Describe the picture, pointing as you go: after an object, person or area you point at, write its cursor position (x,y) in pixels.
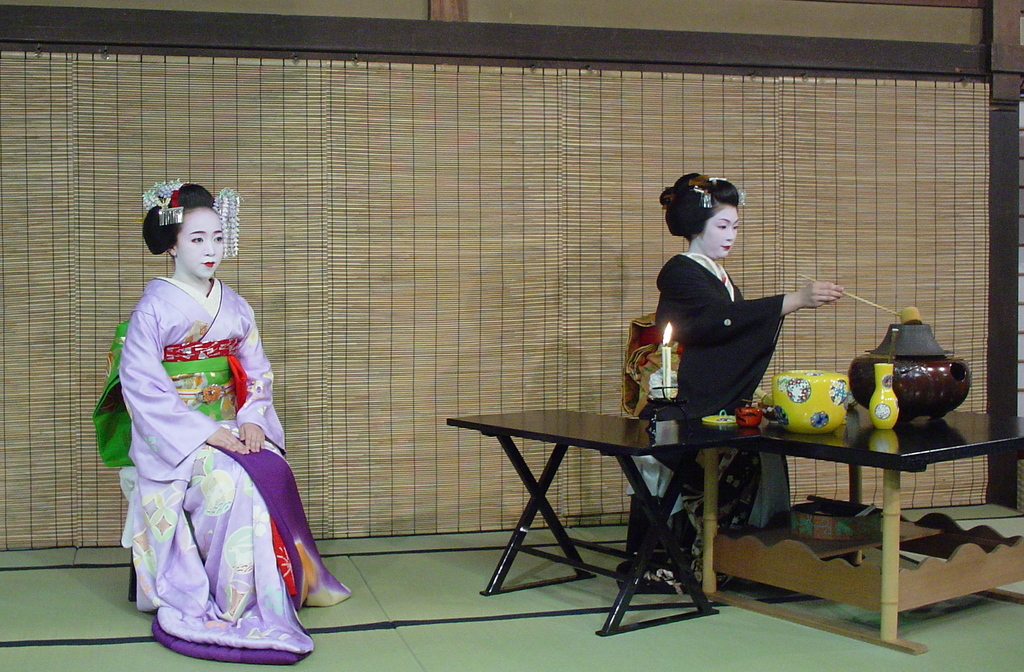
This woman (187,427) wore purple dress (168,303) and sitting on a chair (131,502). This woman (684,360) wore black dress (721,324) and holding a stick (866,300). In-front of this woman (722,304) there is a table (705,427), on this table (929,453) there is a candle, vase (879,395), bowl (820,410) and container (914,378). Background (178,158) there is a curtain (429,216). Floor (518,591) is in green color.
